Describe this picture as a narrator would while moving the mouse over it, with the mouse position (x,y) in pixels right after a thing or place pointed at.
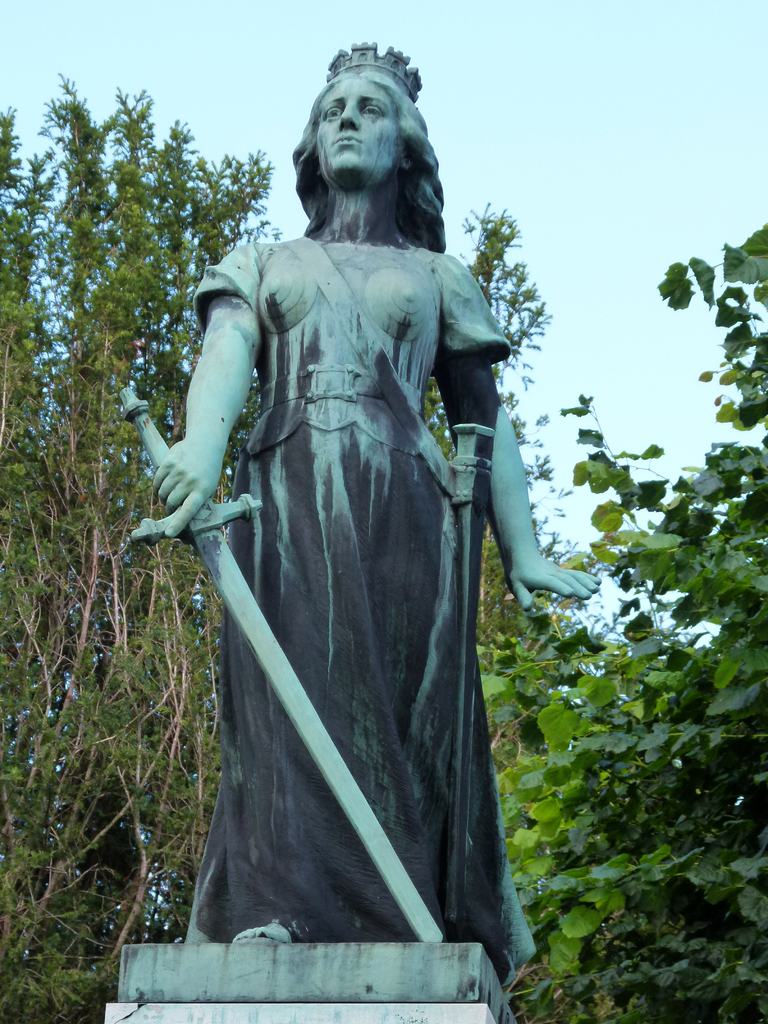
It's a statue (409,372) in the shape of a woman (389,540), behind this there are trees (558,884).
